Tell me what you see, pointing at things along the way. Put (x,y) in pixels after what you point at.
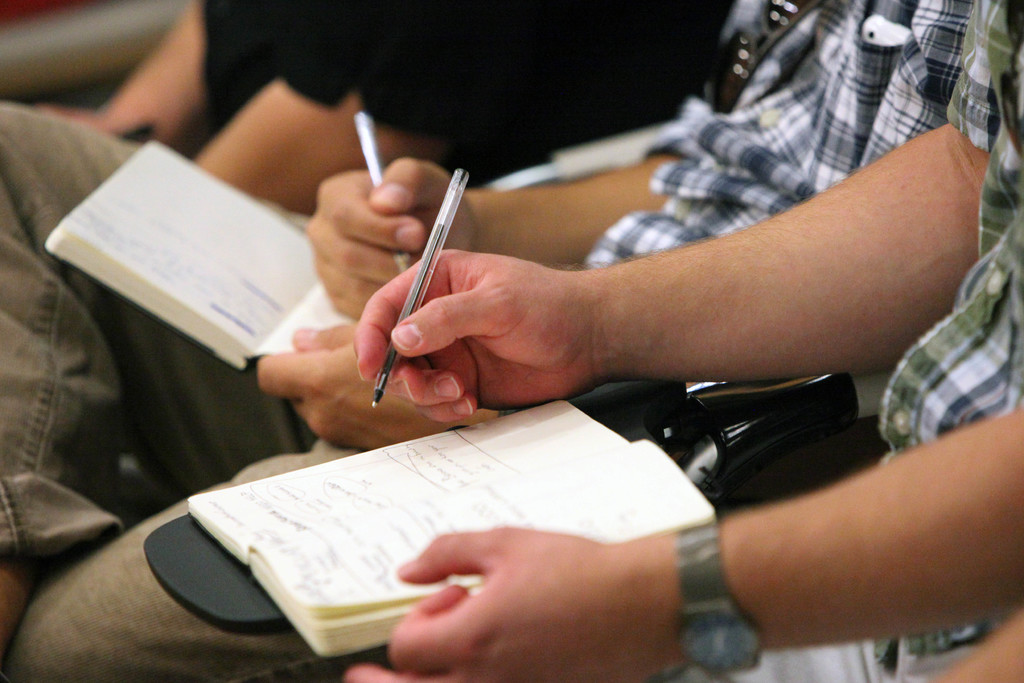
In this picture we can see two persons (734,283) holding books (327,547) and pens (413,295), among them to a man (390,205) there is goggles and an object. At the top of the image (330,77), there is another person (223,102).
